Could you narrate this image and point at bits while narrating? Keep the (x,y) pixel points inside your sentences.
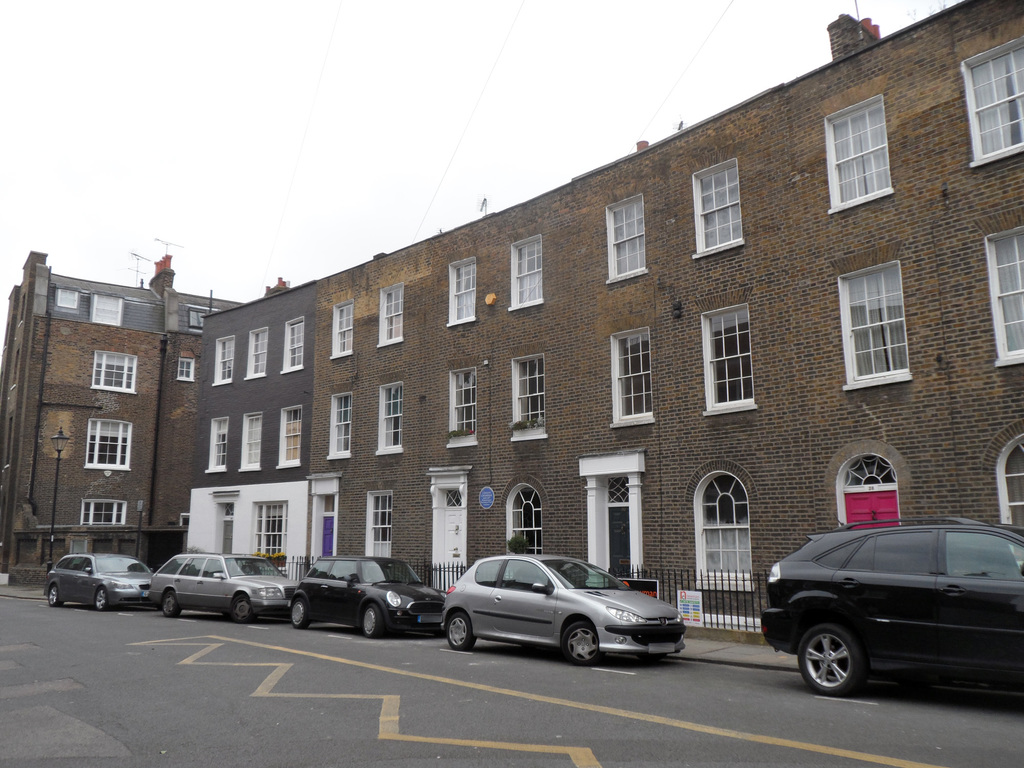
In this image I can see the road (323,714), few cars (959,612) on the road (308,714), the railing (745,601) and the building (199,404) which is brown, cream, black and white in color. I can see few windows (533,358) of the building (431,416) and a door (446,528) which is white in color. I can see few antennas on the building (568,271) and in the background (796,54) I can see the sky (560,32).
